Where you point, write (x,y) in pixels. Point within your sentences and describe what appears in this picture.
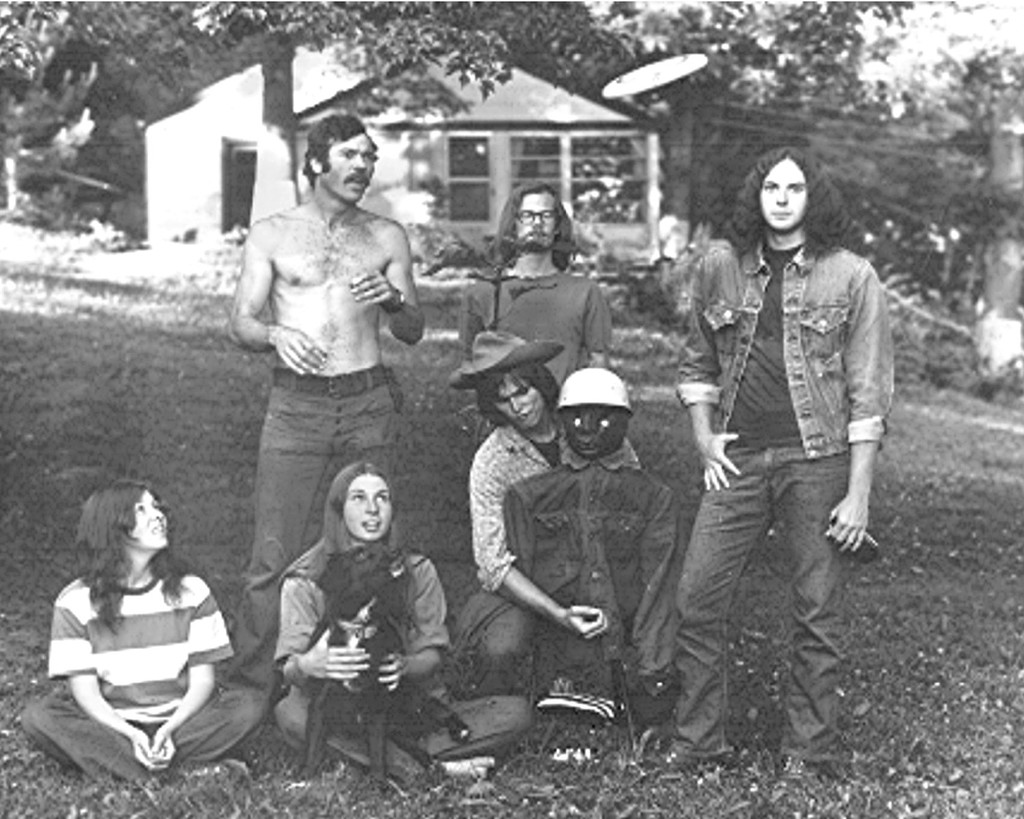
This is a black and white image, in this image there are a few people (478,573) sitting with a dog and a scary toy (580,523), behind them there are a few people (402,304) standing, in the background of the image (589,200) there are trees (292,150) and houses (209,124).
